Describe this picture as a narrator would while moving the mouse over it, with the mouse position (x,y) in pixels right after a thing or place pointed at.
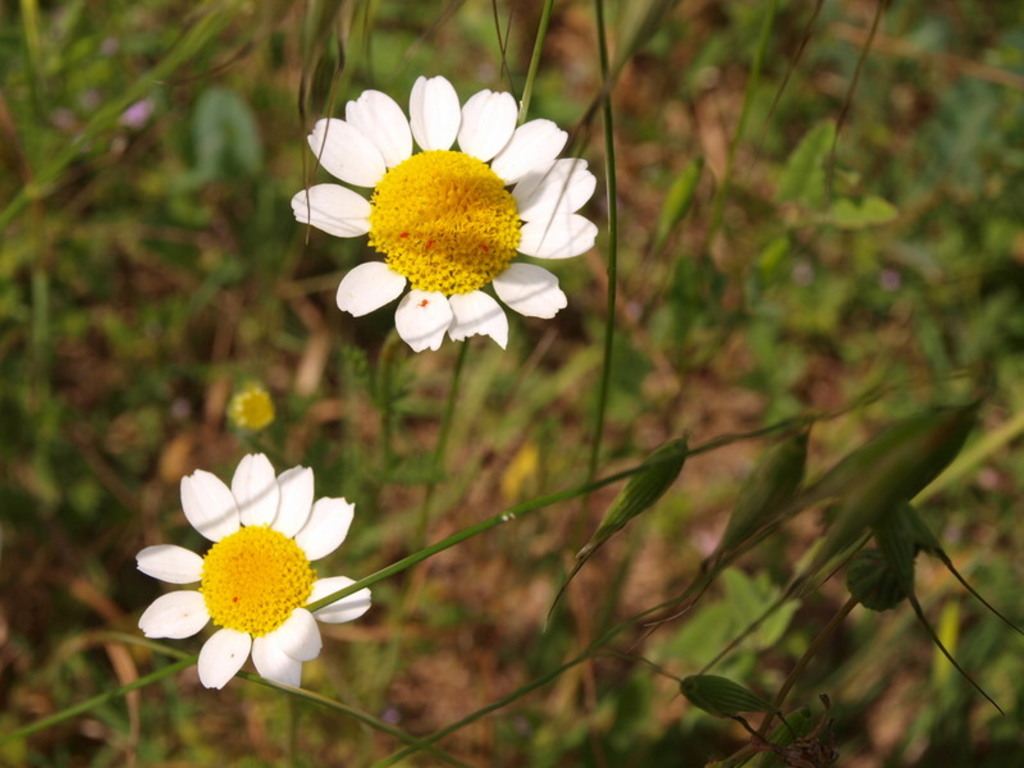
Here we can see flowers (267,525), stems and leaves (663,455). Background (687,518) it is blur.
